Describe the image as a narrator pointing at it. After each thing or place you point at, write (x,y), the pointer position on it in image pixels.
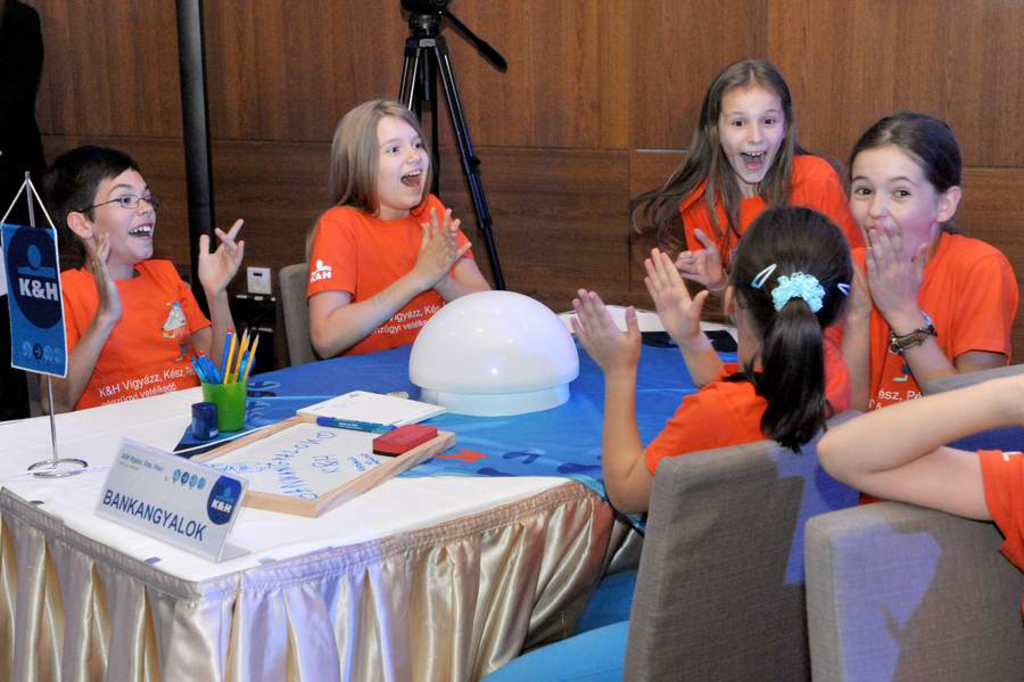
There are four girls (622,371) and one boy (218,313) sitting on a chair (687,464) and having fun. This is a table (342,522) covered with cloth (426,552). On this table (295,533) I can see a pen stand (238,394) with pencils (239,364) in it, a board (355,465), marker (365,424), duster (390,440), book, name board (191,489) and some other objects (471,402) on the table (507,449). At the right corner of the image (877,450) I can see a another person (933,468) sitting. At background (421,48) I can see a tripod stand (436,50).
